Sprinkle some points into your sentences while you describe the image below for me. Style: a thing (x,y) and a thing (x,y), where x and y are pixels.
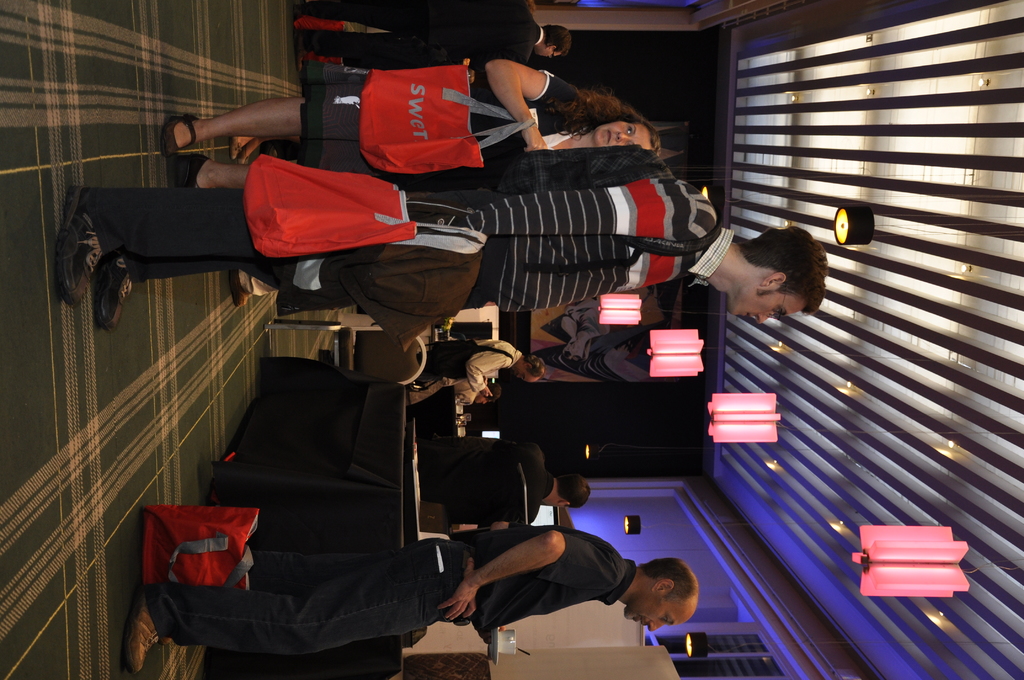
In this image there are group of people (489,494) standing in a room (604,457). In front the man (552,300) is wearing a bag (434,220) and holding a handbag (363,228) with a jacket (421,277). There is a table (387,465) and a chair (378,406). On the right side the man (500,582) is holding a cup (504,651) and a saucer (496,636). On the top of the room (755,464) there is a light (736,431).
